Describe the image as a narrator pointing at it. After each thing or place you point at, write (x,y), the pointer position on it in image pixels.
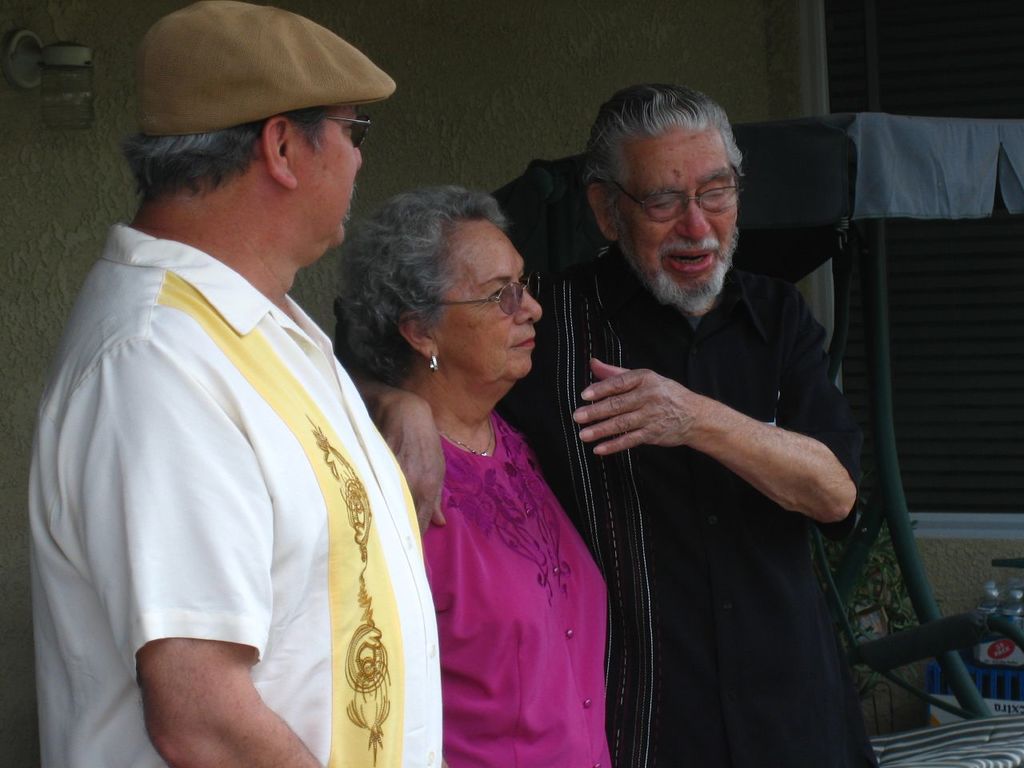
In this image we can two men (408,472) and one woman (487,515) is standing, one man (160,356) is wearing white shirt (286,526) and the other one (772,542) is wearing black dress (791,406). The woman (510,565) is wearing pink color dress (499,622). Behind them one green color chair (912,584) and window (959,461) is present.
